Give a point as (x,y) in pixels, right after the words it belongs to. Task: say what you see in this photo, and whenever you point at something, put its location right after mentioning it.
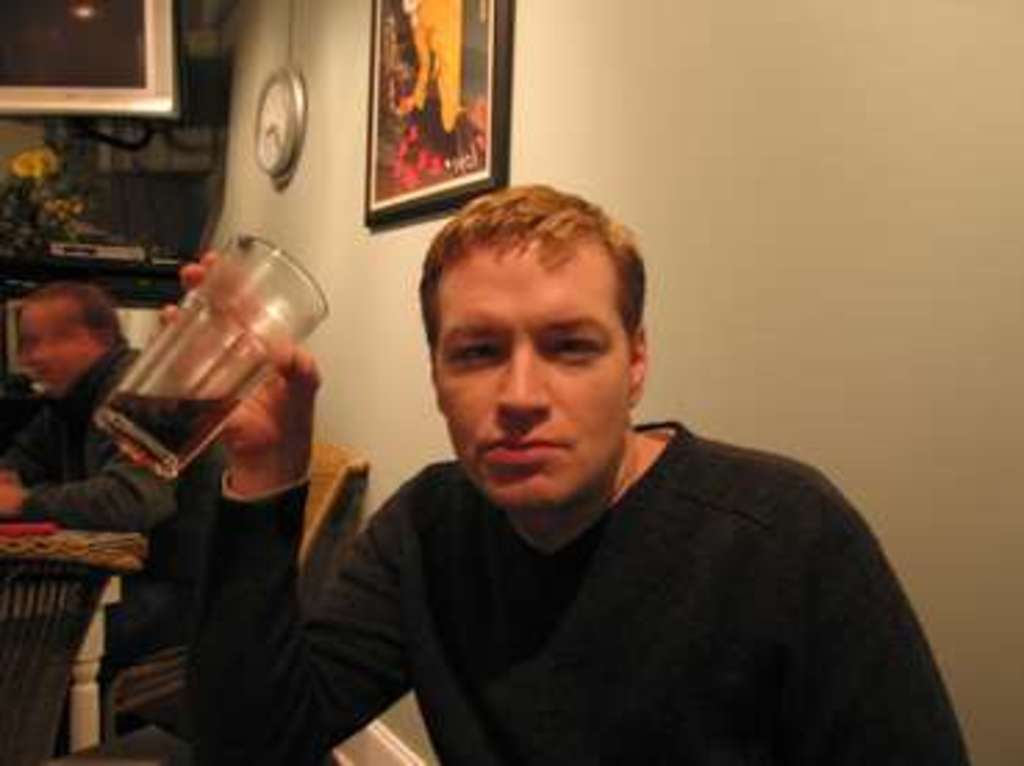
In this image we can see a man (384,549) is holding a glass (215,384) with liquid (162,444) in it in his hand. In the background (84,495) we can see a person (92,479) is sitting on a chair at the table (21,542), frame (383,151) and clock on the wall (271,235), objects (56,246) and a TV (80,44).
